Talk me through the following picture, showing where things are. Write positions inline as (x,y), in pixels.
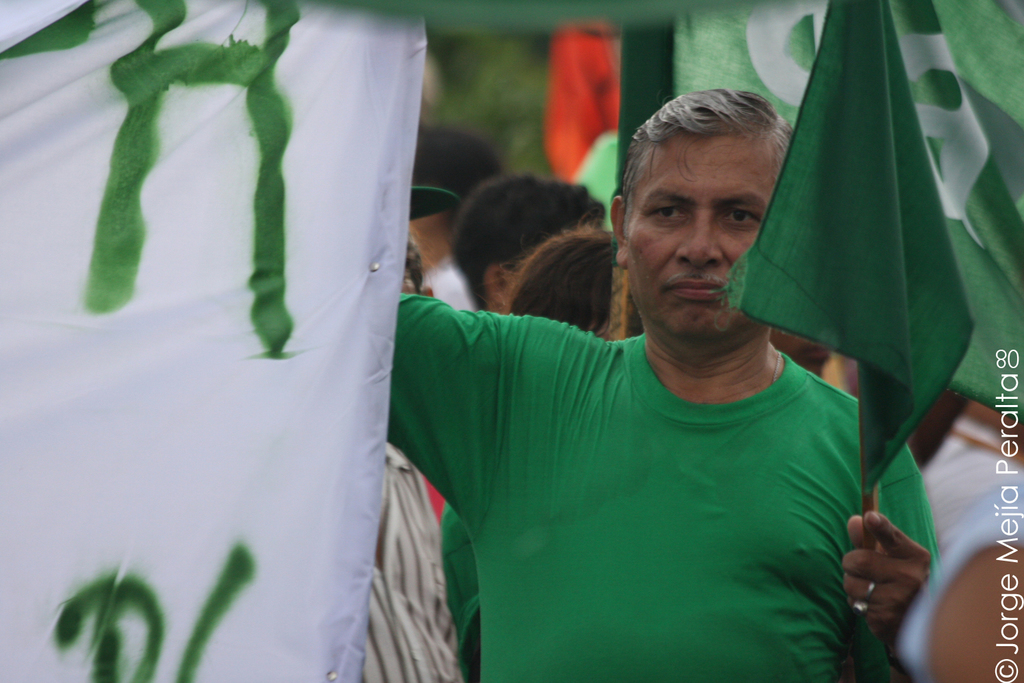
In this image there is a person (683,436) with green t shirt (729,485) holding a green color flag (879,329). Image also consists of many people (477,265) and also flags (1000,346). There is also a logo (1008,448).
